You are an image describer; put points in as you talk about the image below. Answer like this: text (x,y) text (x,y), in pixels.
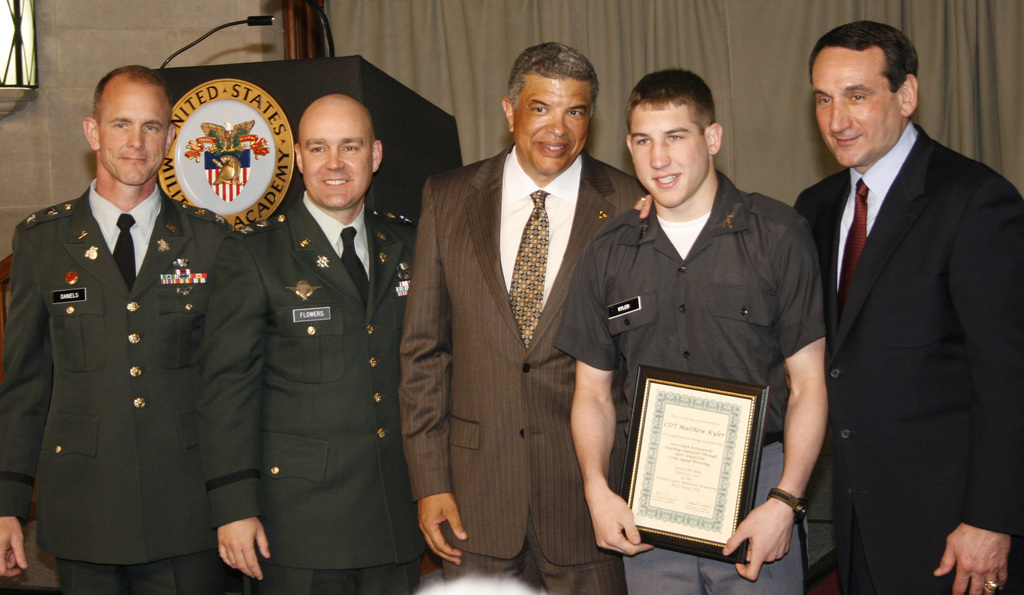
In this image we can see people (556,437) standing and one of them is holding a certificate (711,417) in the hands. In the background (378,107) we can see curtain (422,61) and a podium (249,90) to which mic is attached.
